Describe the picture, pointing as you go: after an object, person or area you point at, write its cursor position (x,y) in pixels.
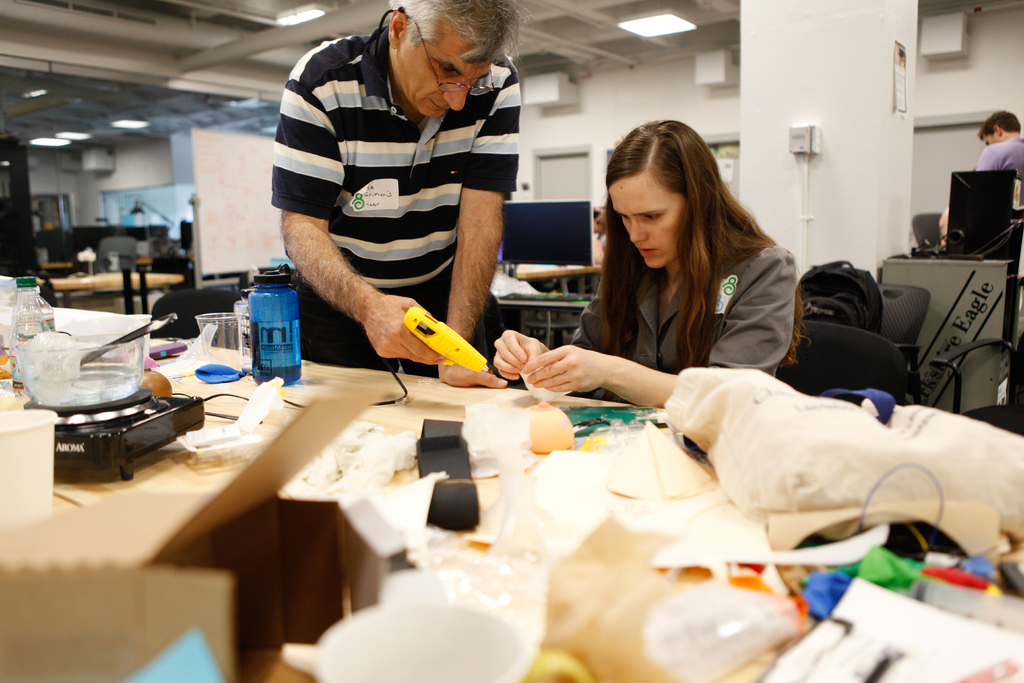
There is a bottle (296,330), glass (224,334), a spoon (148,331) in the bowl (125,364) which is on an object (83,444), a box (189,498) and other objects (659,518) on a table (418,420). In the background (628,94), there is a woman (670,132) sitting and holding an object (530,365), there is a person (464,284) standing and holding an yellow color object (423,317), a white color pillar (882,95), a person (1007,152) standing, a bag (847,290), lights (632,24) attached to the roof (114,115) and a white wall (616,99).
